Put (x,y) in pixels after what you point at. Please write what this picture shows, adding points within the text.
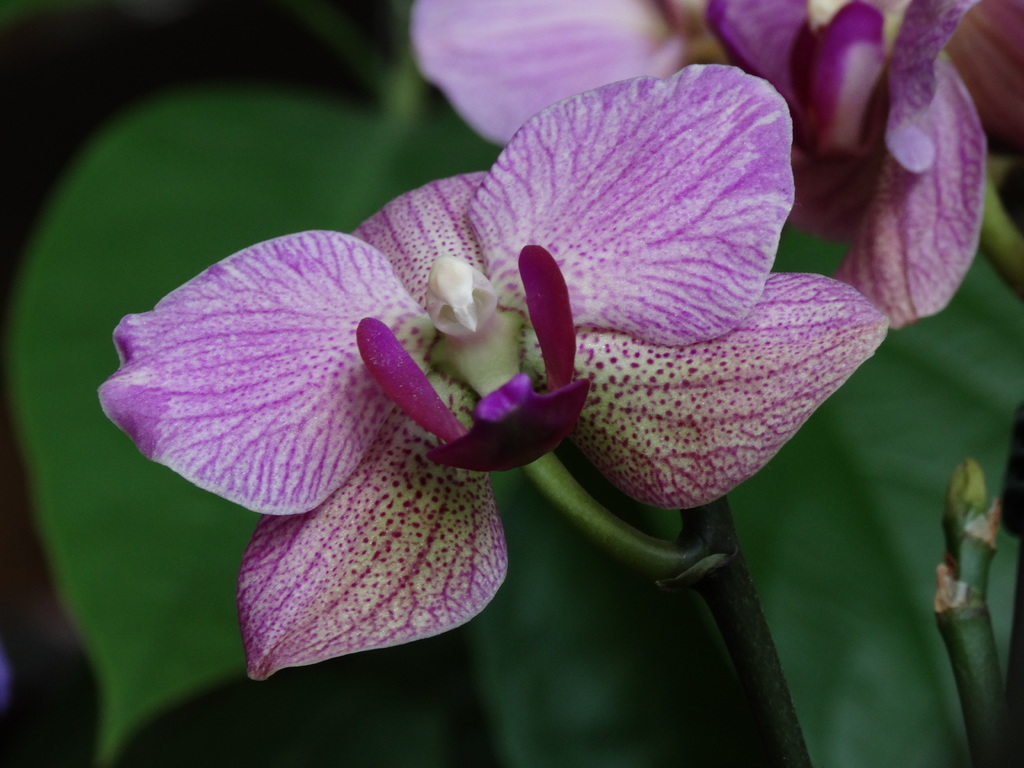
In the image we can see flowers (638,338), pink and white in color. Here we can see the leaves (803,507) and the background (133,71) is dark.
